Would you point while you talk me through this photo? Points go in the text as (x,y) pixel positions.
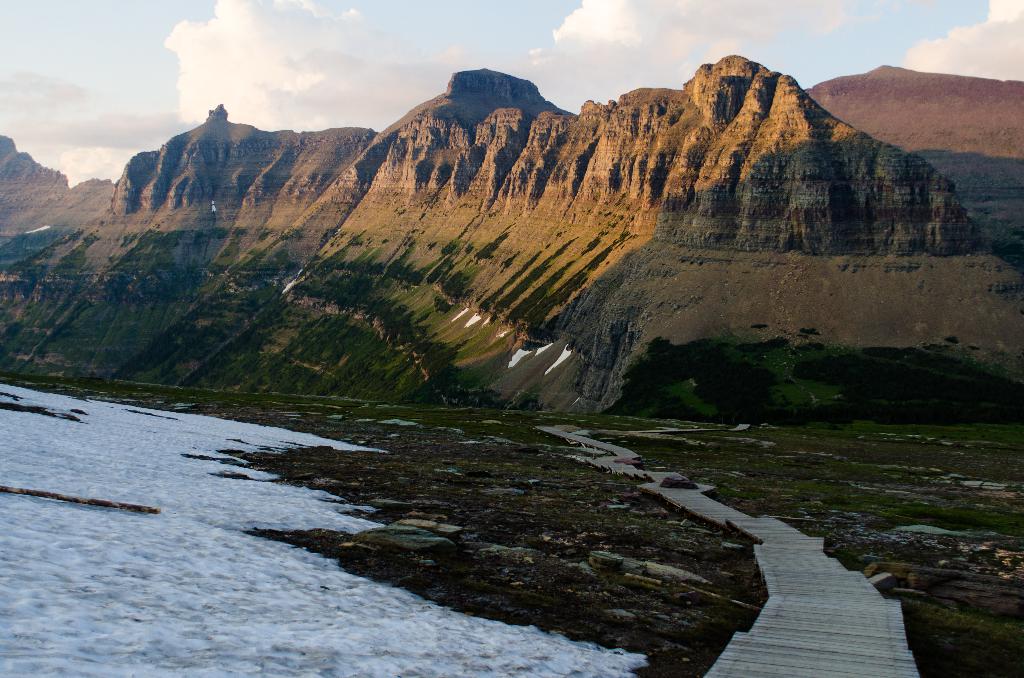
In this image we can see a boardwalk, there are mountains (477,353), there is the snow (213,487), there is grass (535,413), the sky (723,43) is cloudy.
